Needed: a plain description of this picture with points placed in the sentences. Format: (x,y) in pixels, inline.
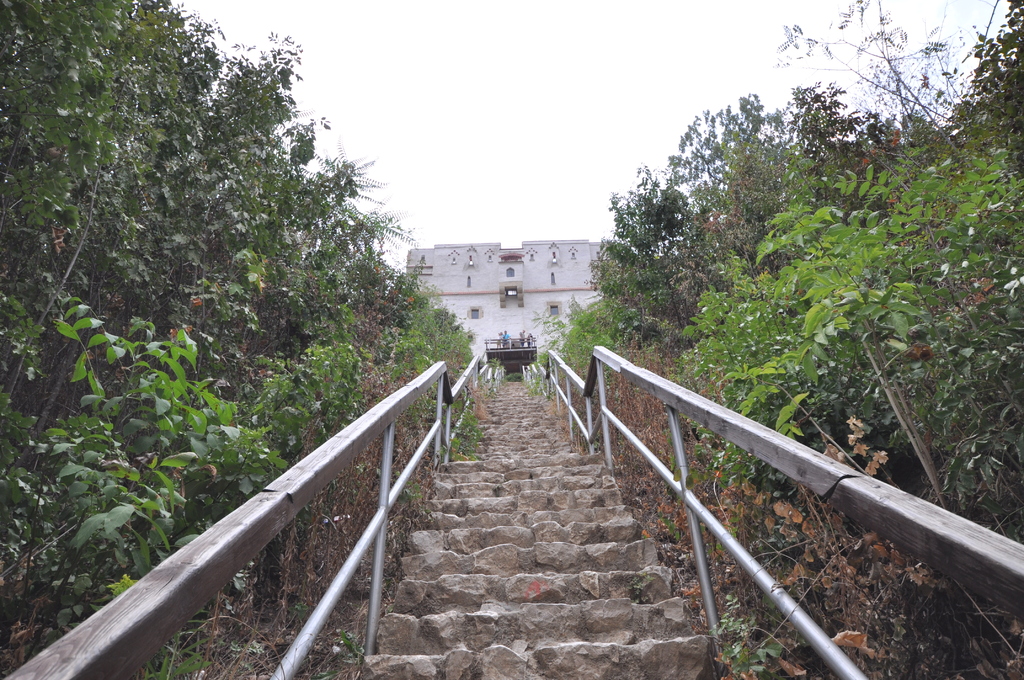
In the center of the image (562,437) we can see stairs (578,597). Image also consists of a building (493,294) and also many trees (792,302). At the top (581,116) we can see the sky (582,70).
